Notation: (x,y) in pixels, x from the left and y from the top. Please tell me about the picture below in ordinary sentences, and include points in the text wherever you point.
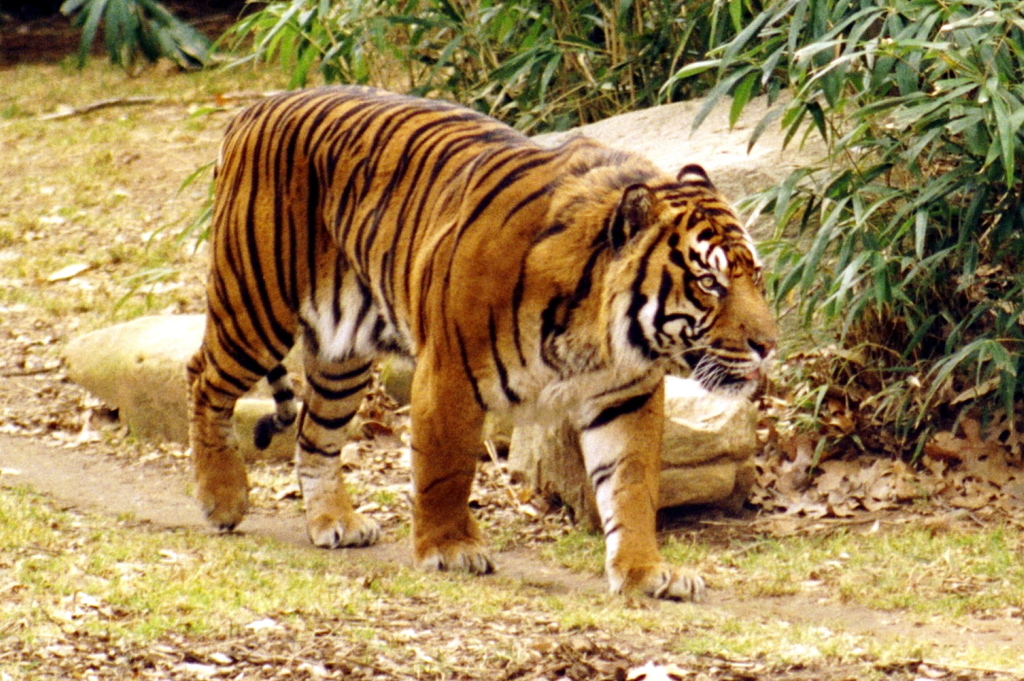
In this image, we can see a tiger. We can see the ground (71,397). We can also see some grass (159,631), stones (800,135), dried leaves (403,666) and plants (1012,200).
